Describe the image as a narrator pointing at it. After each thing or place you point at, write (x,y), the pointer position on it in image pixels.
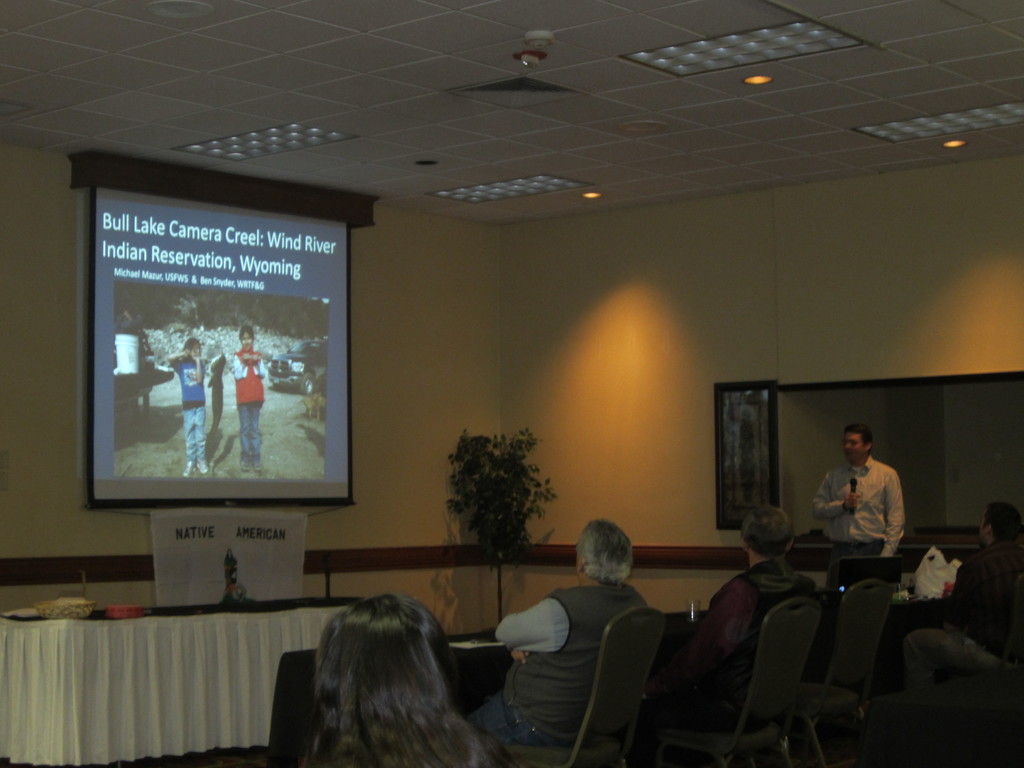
In this picture we can see some persons (716,627) are sitting on the chairs (598,746). This is table (209,683) and there is a cloth (275,660). Here we can see a man (892,509) who is standing on the floor (250,756). This is plant (514,484). On the background (555,327) there is a wall (551,327). Here we can see a screen (203,400) and these are the lights (861,127).
